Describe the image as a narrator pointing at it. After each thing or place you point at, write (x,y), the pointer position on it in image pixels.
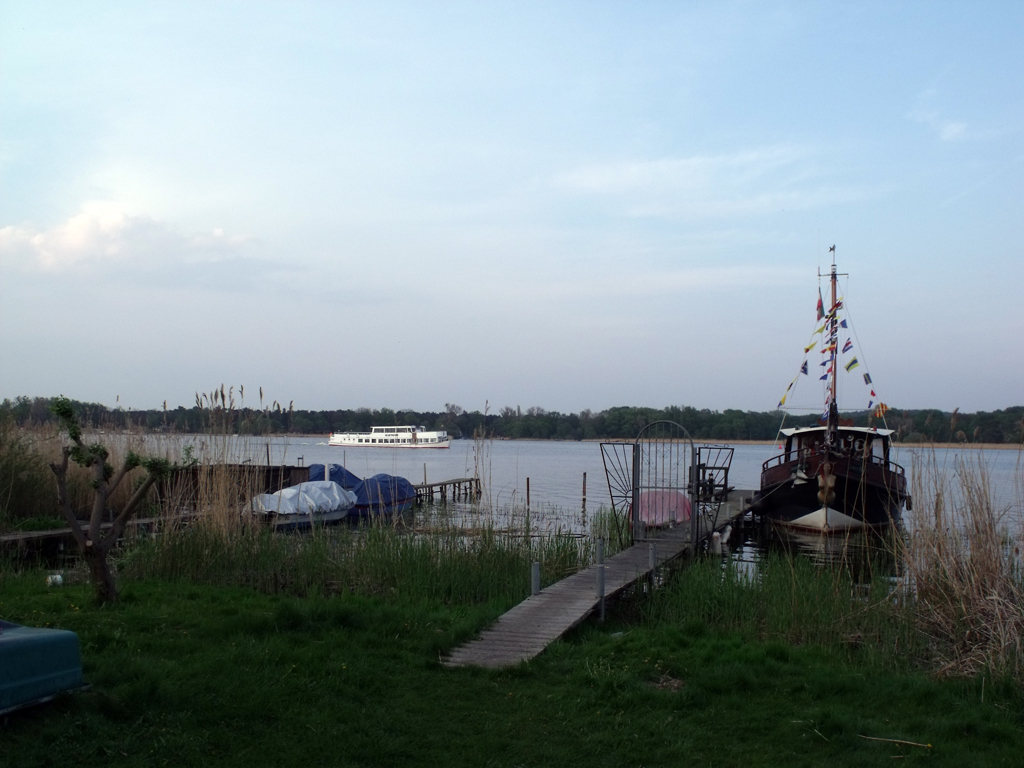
In the picture we can see the grass surface (670,750) with two wooden paths (506,646) and near it, we can see the water surface (836,550) with a boat (850,461) and far away from it, we can see a boat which is white in color and behind it we can see many trees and in the background (540,246) we can see the sky (529,257) with clouds (187,232).
